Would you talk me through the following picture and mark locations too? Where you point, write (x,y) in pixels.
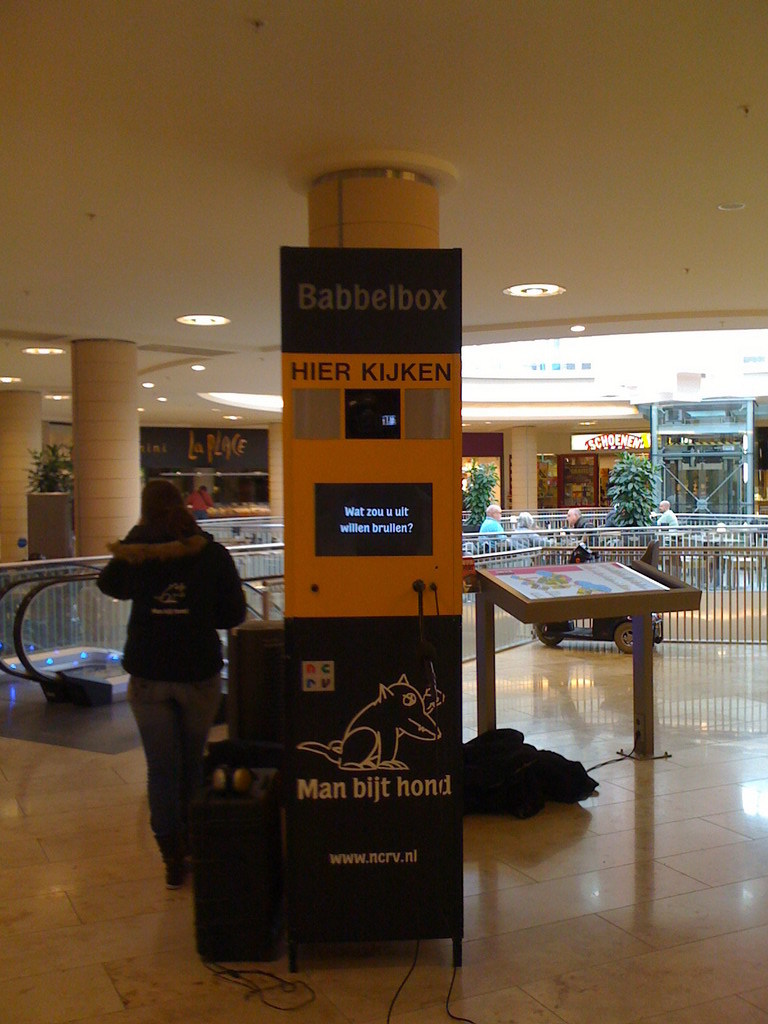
This is inside view of a building (108,398). We can see a person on the left side (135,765) standing on the floors (529,846), objects (487,778), toy vehicle (624,618) and escalator (83,641). In the background (46,478) we can see lights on the ceilings (210,188), plants (46,478), railings (481,543), few persons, name boards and other objects (599,504).
